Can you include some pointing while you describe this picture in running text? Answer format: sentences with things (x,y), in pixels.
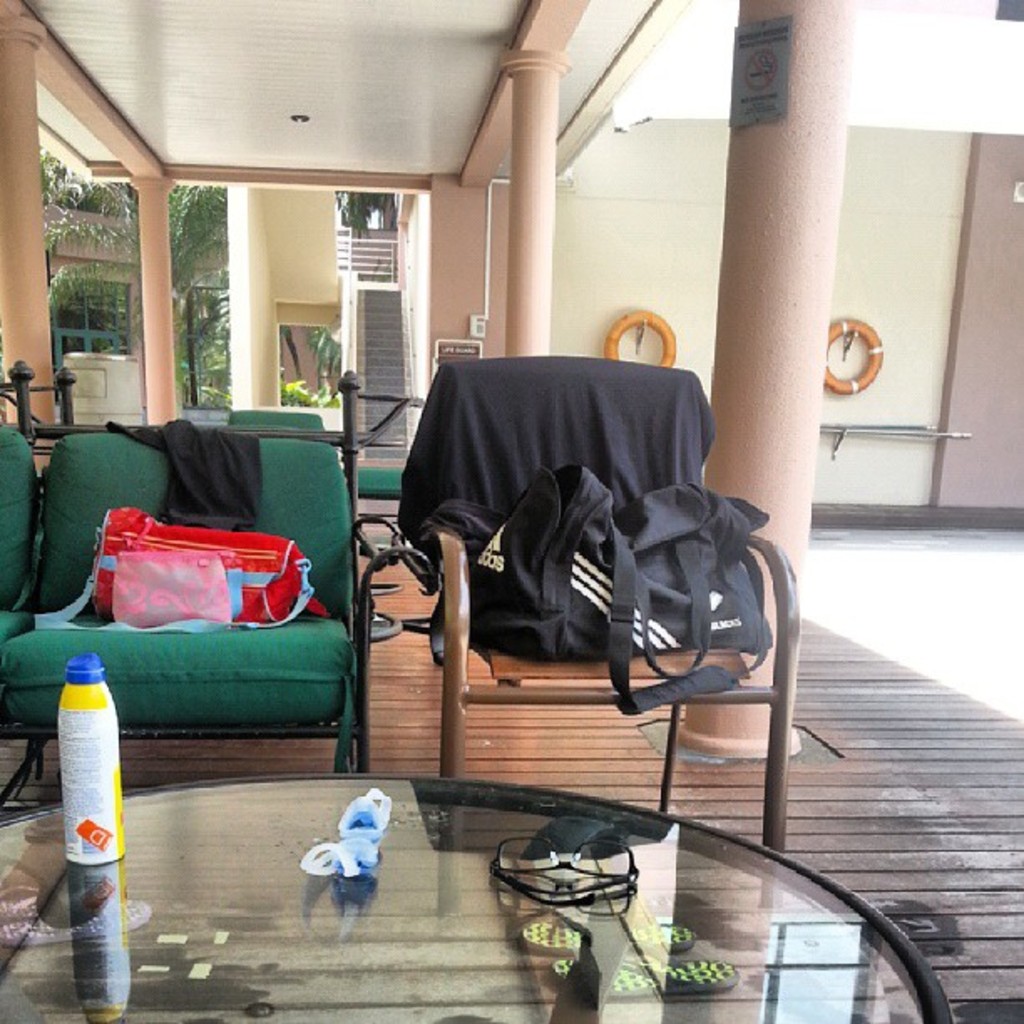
In this picture there are two sofas (110,466) in the middle (459,656). To the left corner (217,892) there is a table (549,1000). In the background (320,251) there are 4 pillars (11,247), one staircase (379,285) and a tree (204,247). To the right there are two tubes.
